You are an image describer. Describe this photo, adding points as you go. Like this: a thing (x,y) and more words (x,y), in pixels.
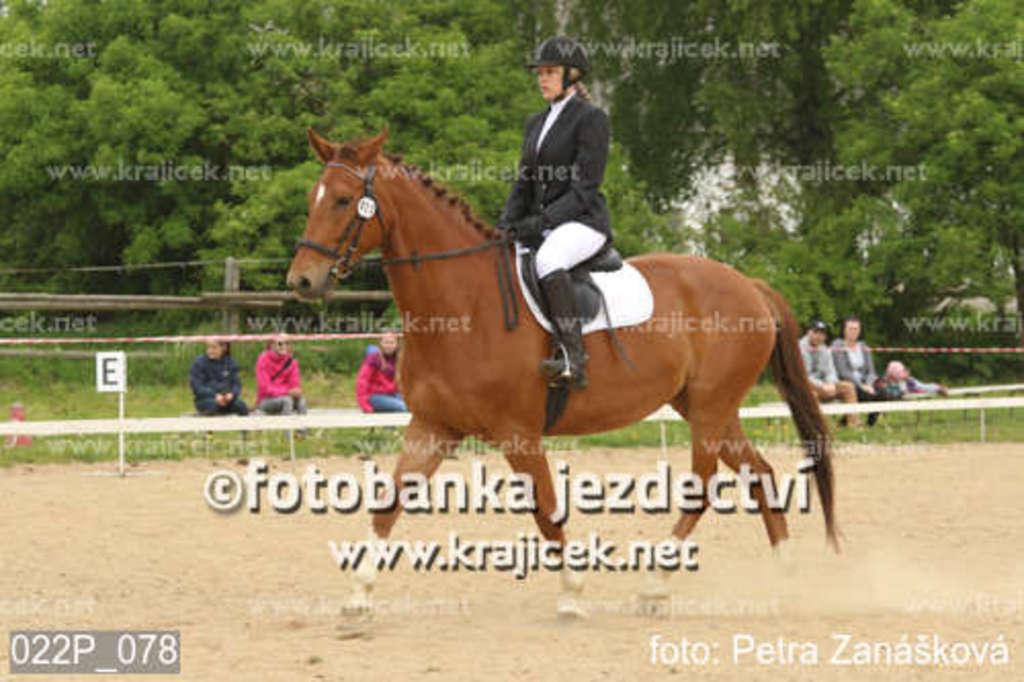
In the center of the image (564,228), we can see a person (551,242) sitting on the horse (515,388) and in the background (853,352), we can see some other people (819,340) sitting and there are many trees (366,100), boards (123,375) and a fence (214,302) and here we can see some text (588,501) written.
